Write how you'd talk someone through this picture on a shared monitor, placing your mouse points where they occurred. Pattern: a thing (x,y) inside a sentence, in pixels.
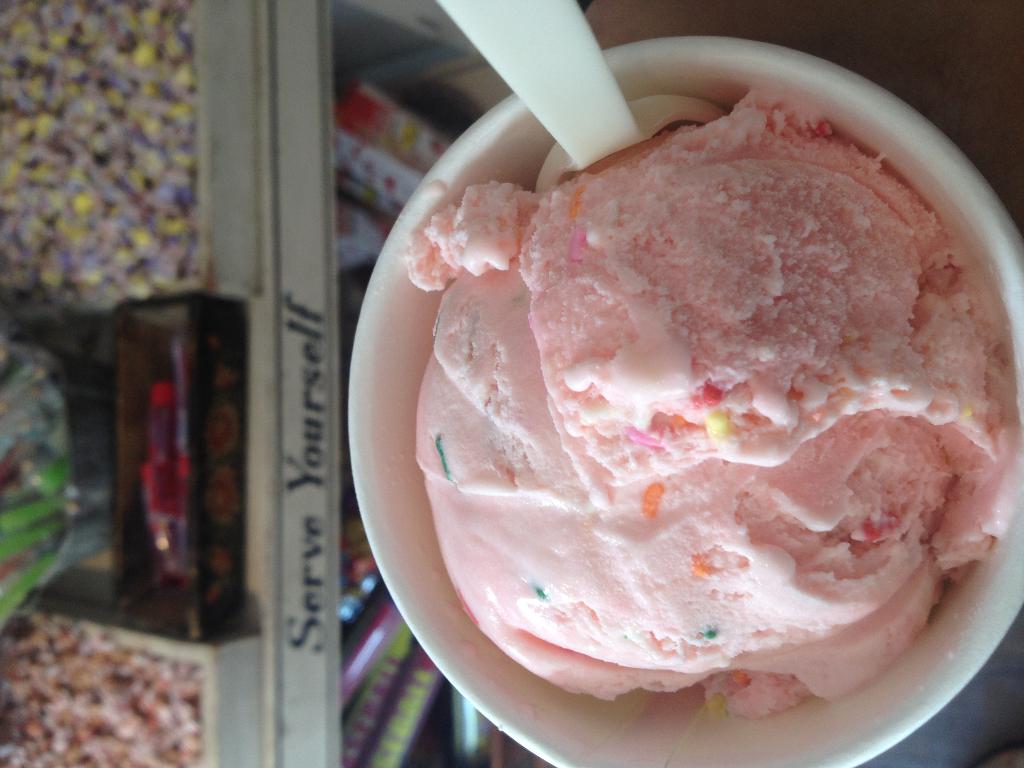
In this image I can see a pink color ice cream (736,457) in a cup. At the top (642,136) there is the spoon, on the left (319,666) there are candy bins (335,669) and there are candies (361,690) in them.
